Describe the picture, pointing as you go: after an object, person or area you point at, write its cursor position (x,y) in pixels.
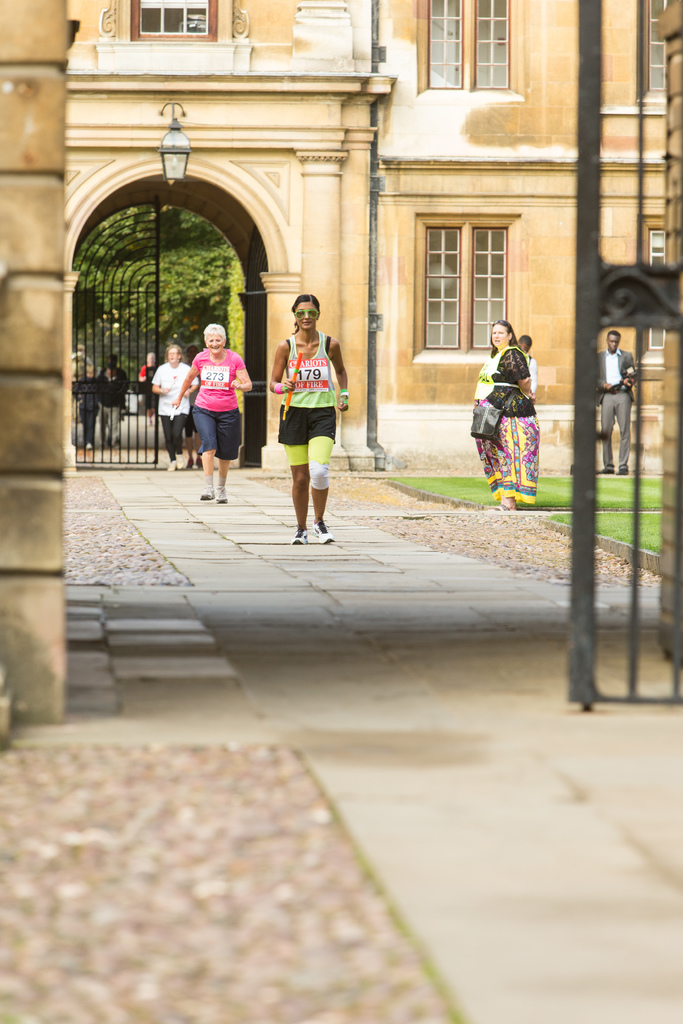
In this picture we can see some people (174,373) are walking in a path (388,822), around we can see buildings (382,90), trees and grass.
